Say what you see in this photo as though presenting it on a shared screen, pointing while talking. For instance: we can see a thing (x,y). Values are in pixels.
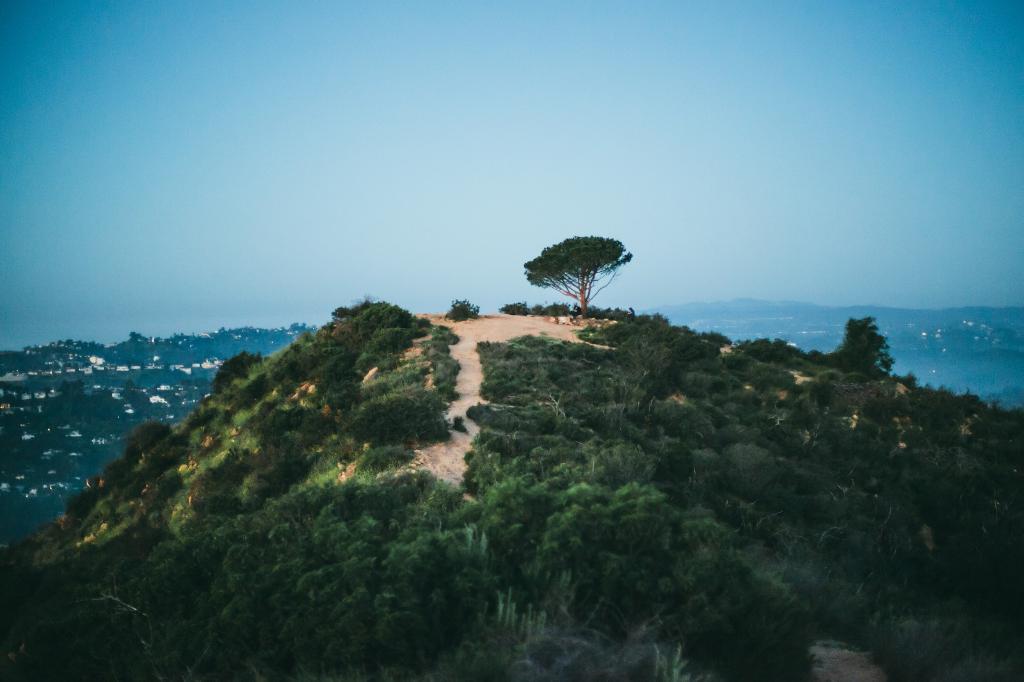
In this image, we can see a hill (459,473), trees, plants (511,379) and ground (514,329). Background (218,27) there is a sky (371,180).
